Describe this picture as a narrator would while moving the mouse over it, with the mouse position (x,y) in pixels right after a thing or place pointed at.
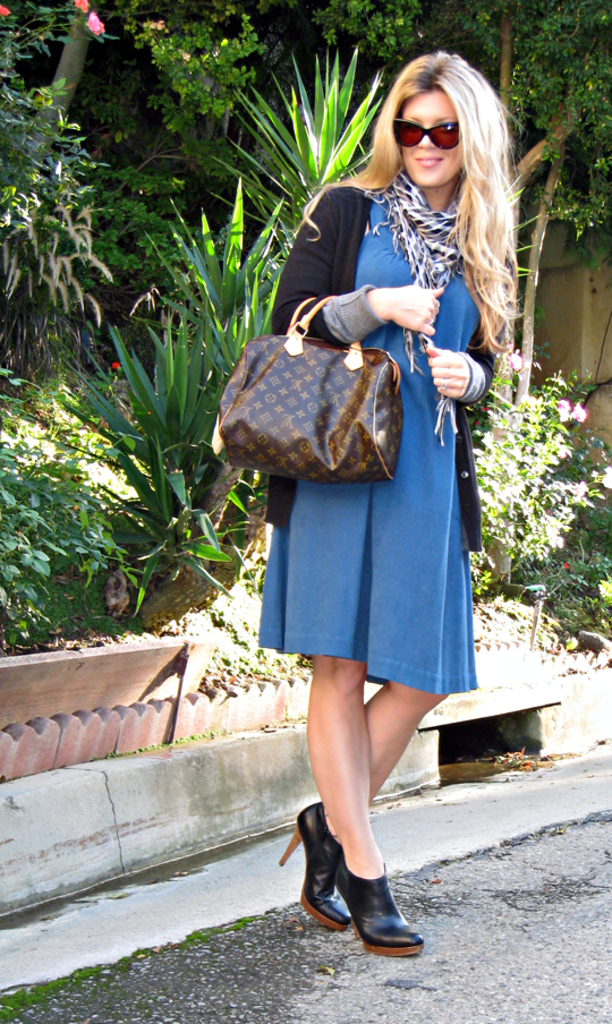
Here we can see a woman (452,270) standing on the road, and at back (262,84) here are the trees (140,129).
